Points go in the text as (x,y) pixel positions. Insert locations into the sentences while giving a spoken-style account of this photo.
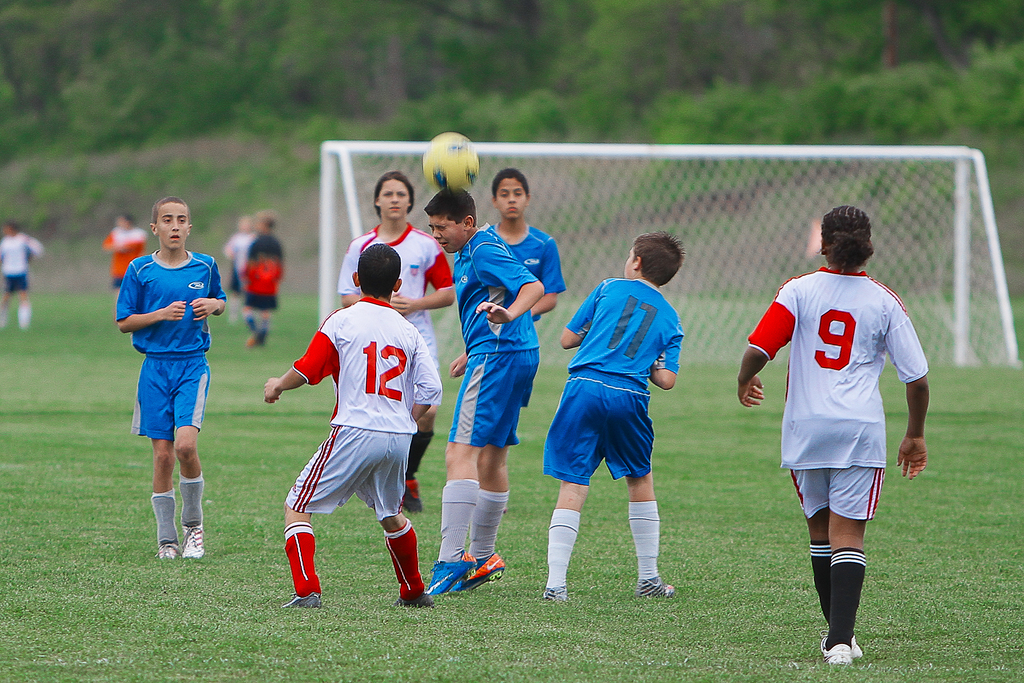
In the center (501,271) we can see few persons (853,438) were standing. Three of them (851,320) were in white color and rest of them (661,313) were in blue color t shirt (522,339). In the background (442,105) there is a tree (285,64), net (788,216), ball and few more persons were standing.
